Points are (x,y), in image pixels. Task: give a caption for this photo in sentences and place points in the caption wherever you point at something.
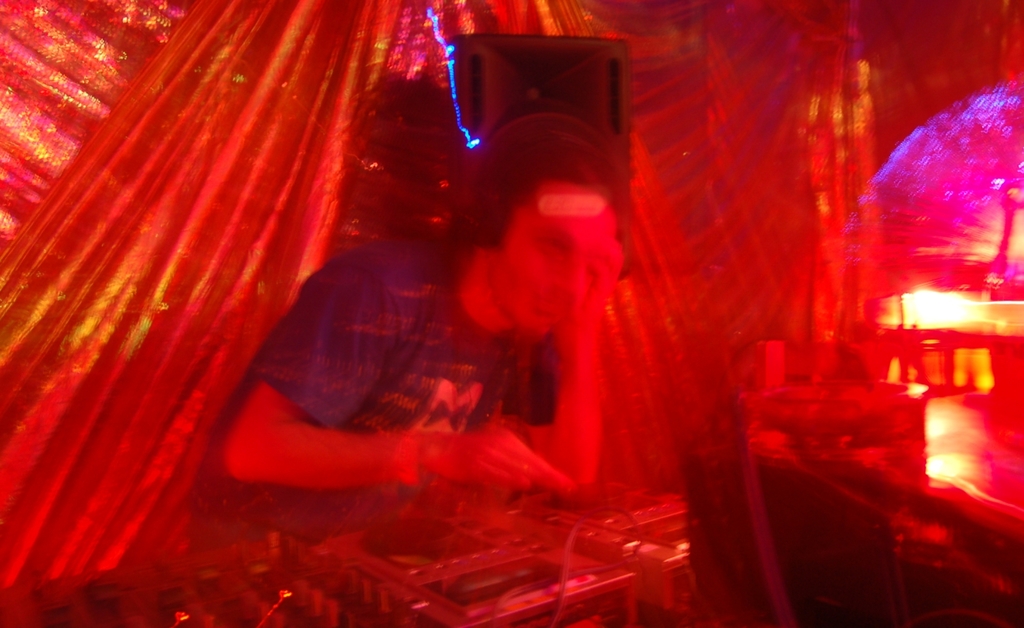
In this image we can see a man (522,387) playing a dj (612,494) and there are lights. We can see a speaker (514,53).
